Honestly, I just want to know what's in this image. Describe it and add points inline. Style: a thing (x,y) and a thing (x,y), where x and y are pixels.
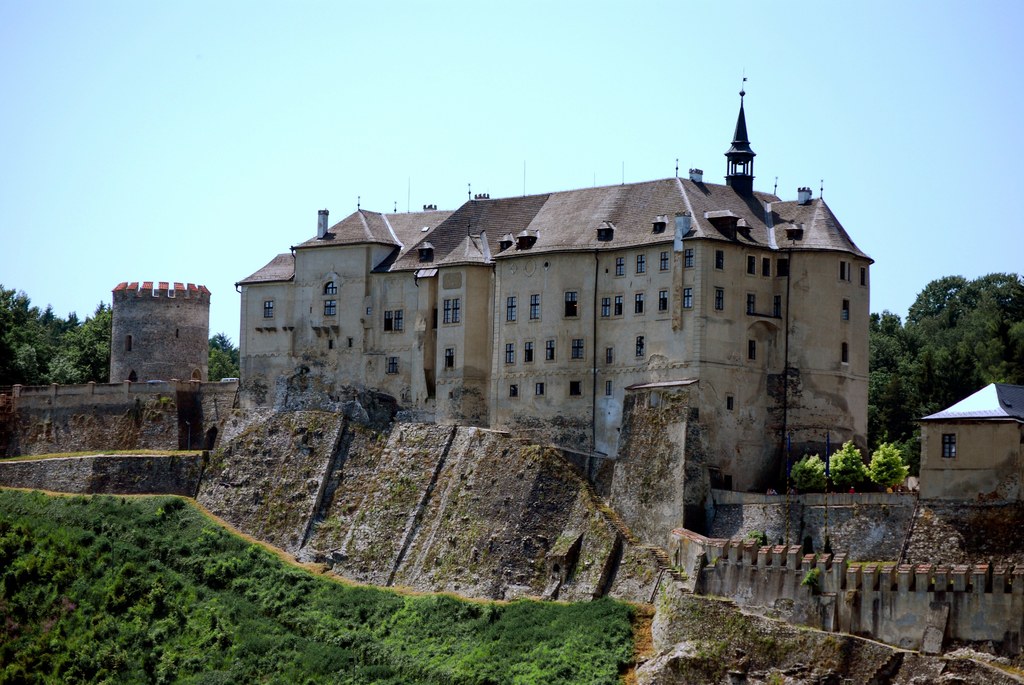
In the center of the image (556,281) we can see the sky (629,78), buildings (583,307), windows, trees (976,373), grass (602,608) and a few other objects (25,416).
